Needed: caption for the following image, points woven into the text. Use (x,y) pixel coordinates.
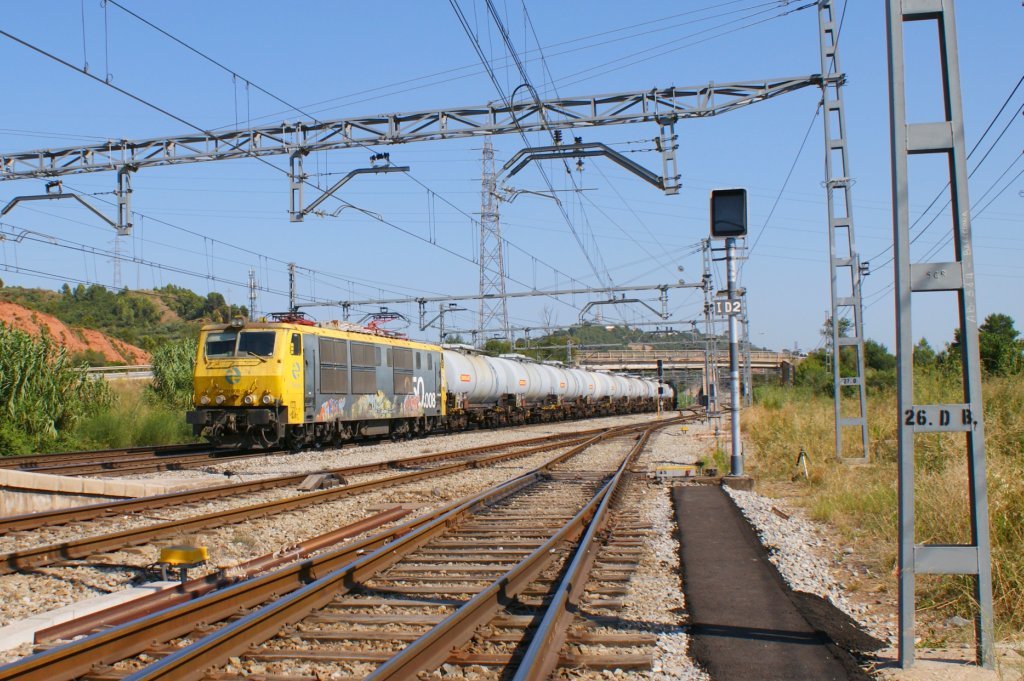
In the picture we can see a train (349,414) on the track (102,456). In the background (645,359) we can see a bridge (685,364) and there are some trees (647,343). We can also see some poles (526,125) and some tracks (537,537).
